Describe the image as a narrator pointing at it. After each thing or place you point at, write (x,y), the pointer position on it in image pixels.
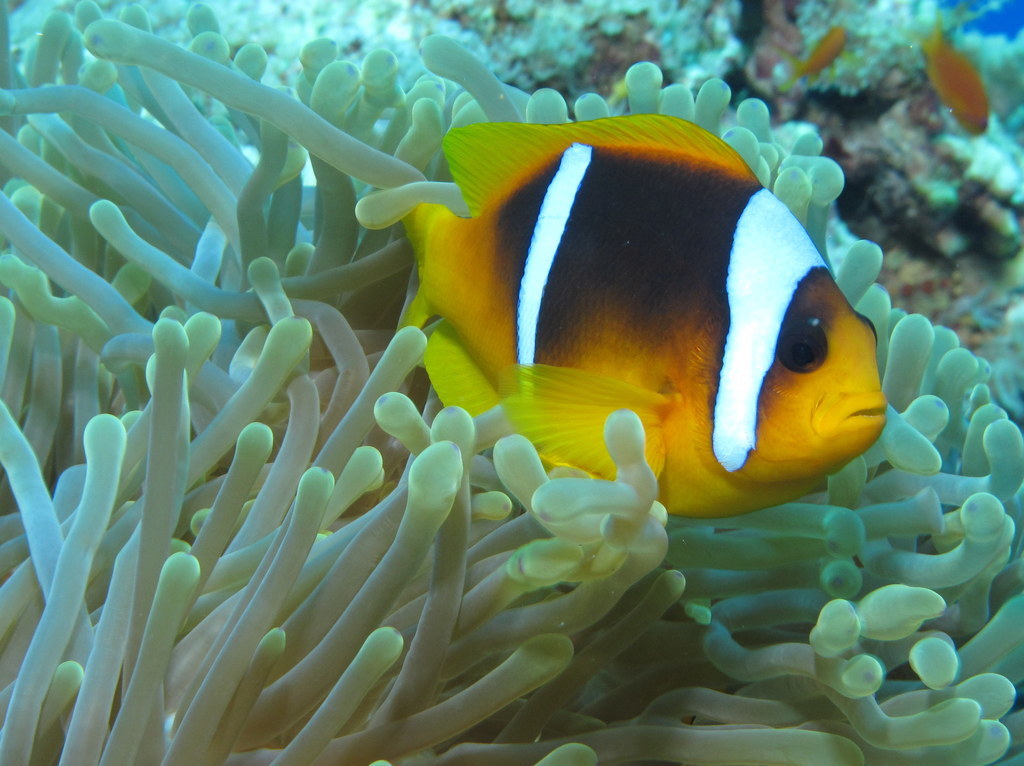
By seeing this image we can say it is a fish (726,457) and this image is taken from the ocean (382,557).
